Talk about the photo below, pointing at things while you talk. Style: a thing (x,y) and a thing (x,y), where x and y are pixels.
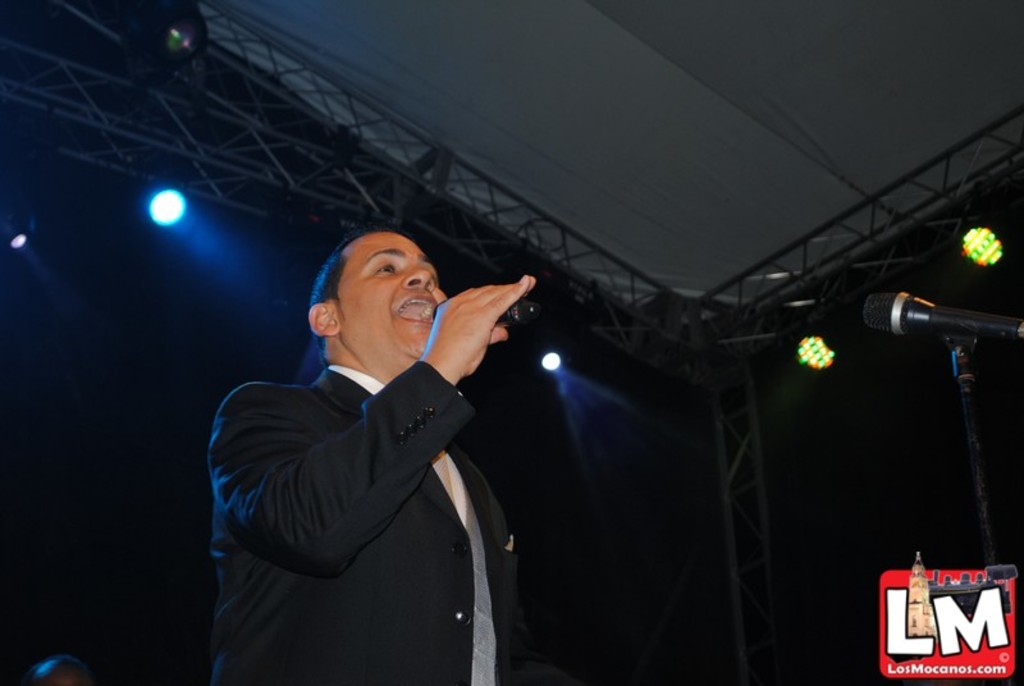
In this image I can see a person (409,320) holding something and wearing black and white dress (404,537). In front (965,331) I can see mic (981,331) and stand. Top I can see a lights (178,200) and iron stand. Background (125,447) is in black color.
